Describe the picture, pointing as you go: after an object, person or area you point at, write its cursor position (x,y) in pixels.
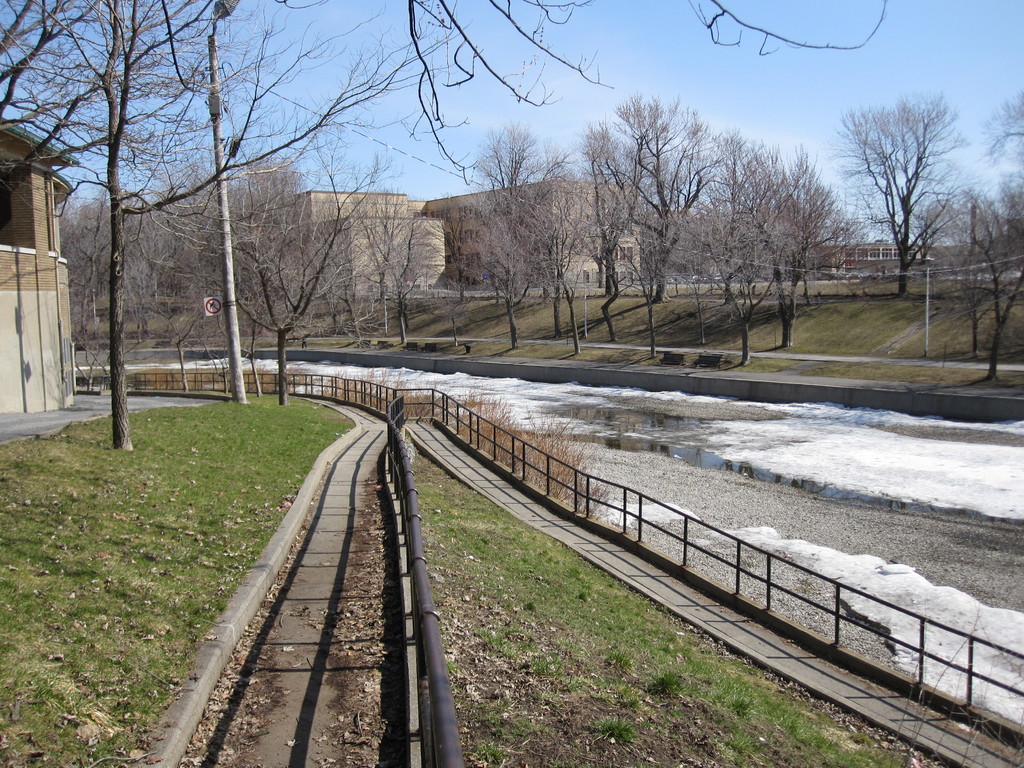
On the left side (106,441), there are trees (281,368), a pole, building (22,313) and grass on the ground (248,455). On the right side (851,607), there is a fencing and water (851,491) of a canal (941,527). In the middle (399,485), there is a fencing (427,662). Beside this, there is a path (324,581). In the background (344,296), there are trees (513,234), buildings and grass (836,331) on the ground (883,317) and there is a blue sky (843,63).
